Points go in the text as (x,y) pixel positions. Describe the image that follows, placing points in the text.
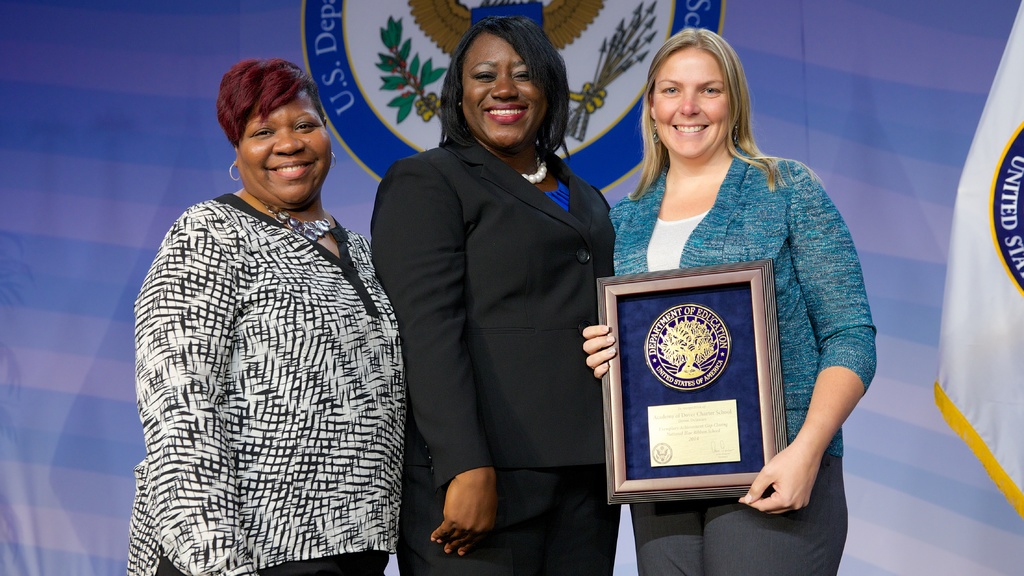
In this image we can see three women (467,263) standing and a lady person (776,235) wearing blue color jacket (781,284) holding some award (668,376) in her hands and in the background of the image (113,152) there is blue color sheet (104,174) on which there is painting (617,6) and on right side of the image (973,280) there is flag (973,280).
